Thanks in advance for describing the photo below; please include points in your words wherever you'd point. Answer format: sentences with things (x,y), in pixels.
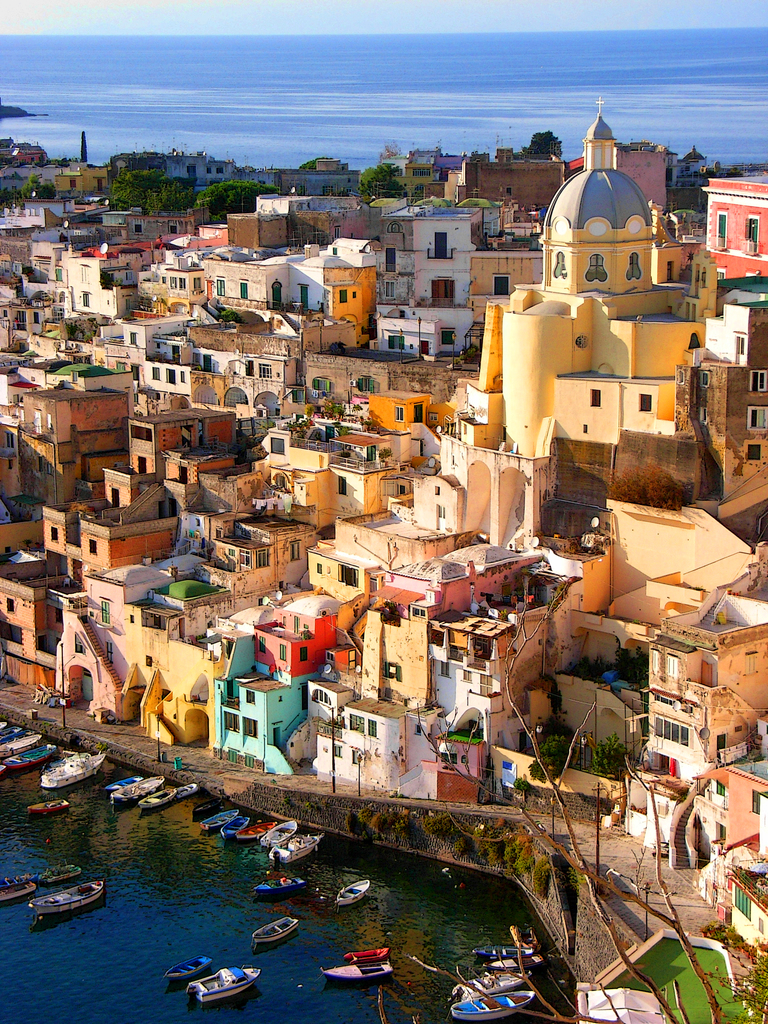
In this image in the center (355,538) there are some houses (362,343), trees (673,911) and at the bottom (252,901) there is a river (422,913). And in the river (168,829) there are some boats (520,1001) and there is a walkway (82,724) and some poles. In the background (379,191) also there are some trees (5,203), sea (654,87) and poles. At the top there is sky (706,4).
